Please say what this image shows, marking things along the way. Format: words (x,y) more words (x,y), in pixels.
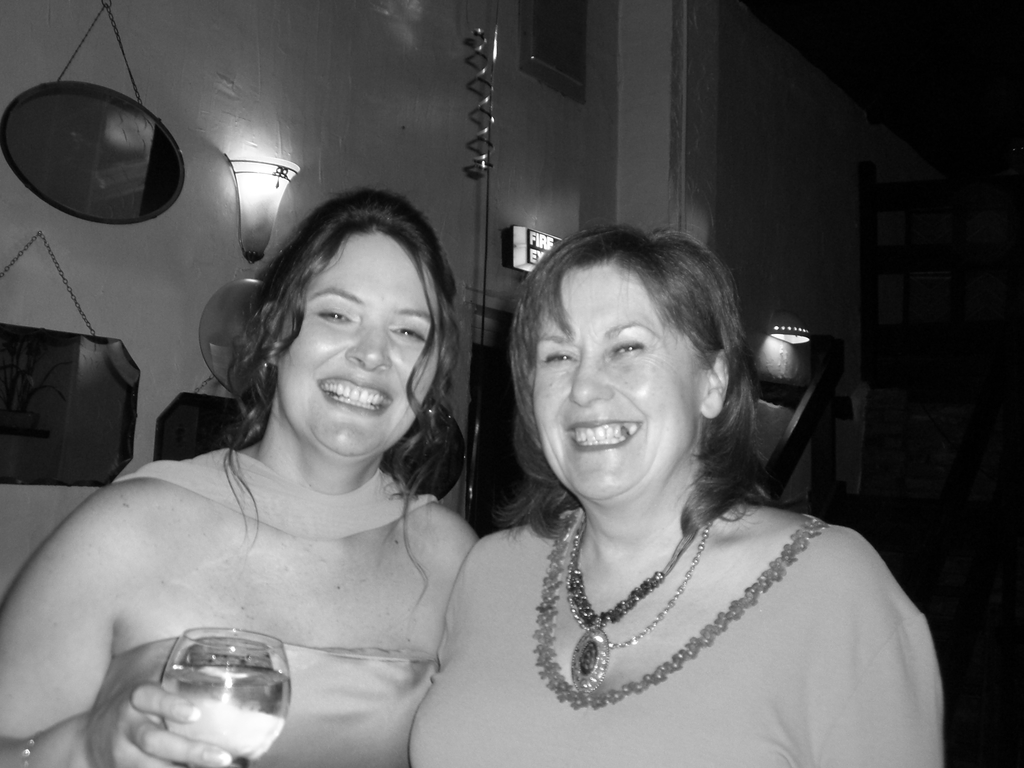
In this picture we can see two women (345,448) were smiling and here this woman (198,615) holding glass (253,708) with water (194,693) in it and in background (241,64) we can see wall (302,120) with frames (96,133), light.
